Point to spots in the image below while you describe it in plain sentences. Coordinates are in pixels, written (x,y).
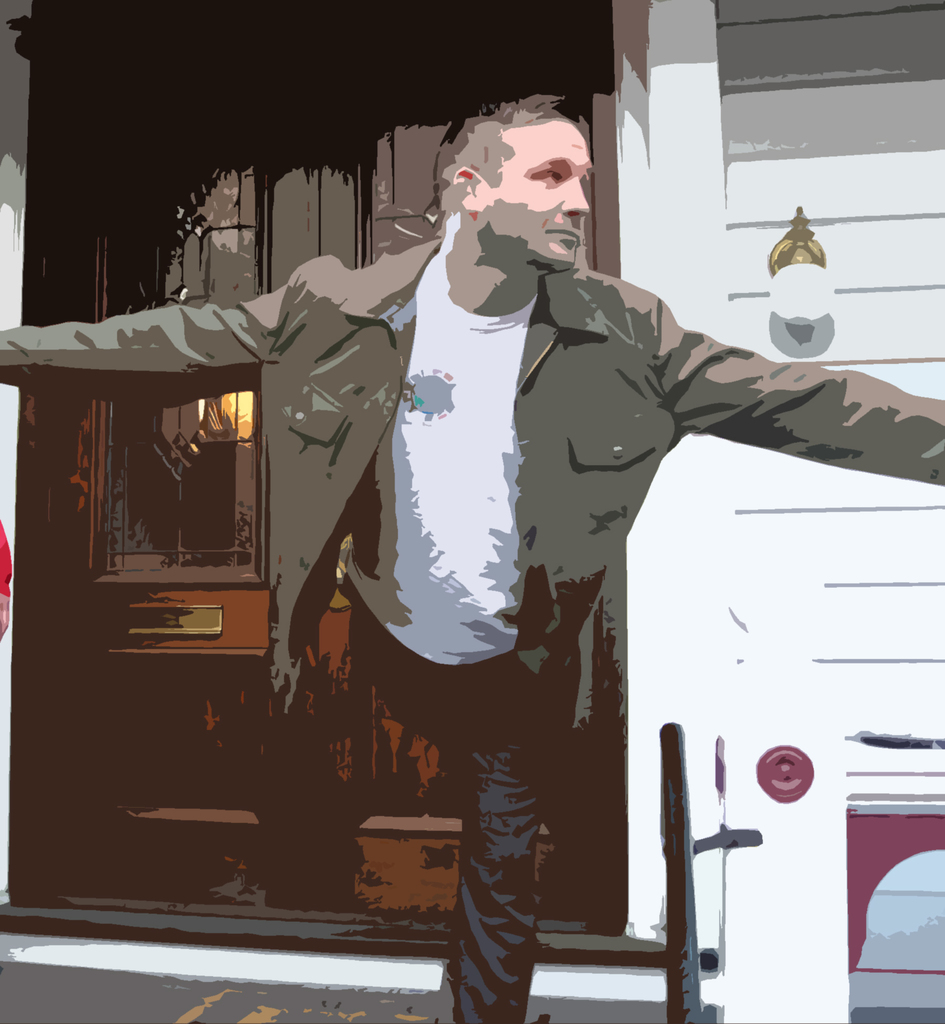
In this image I can see the person (409,596) with the white t-shirt (456,493). To the side I can see the light (797,345) to the wall (752,308). To the left (82,496) I can see the door (153,396).
